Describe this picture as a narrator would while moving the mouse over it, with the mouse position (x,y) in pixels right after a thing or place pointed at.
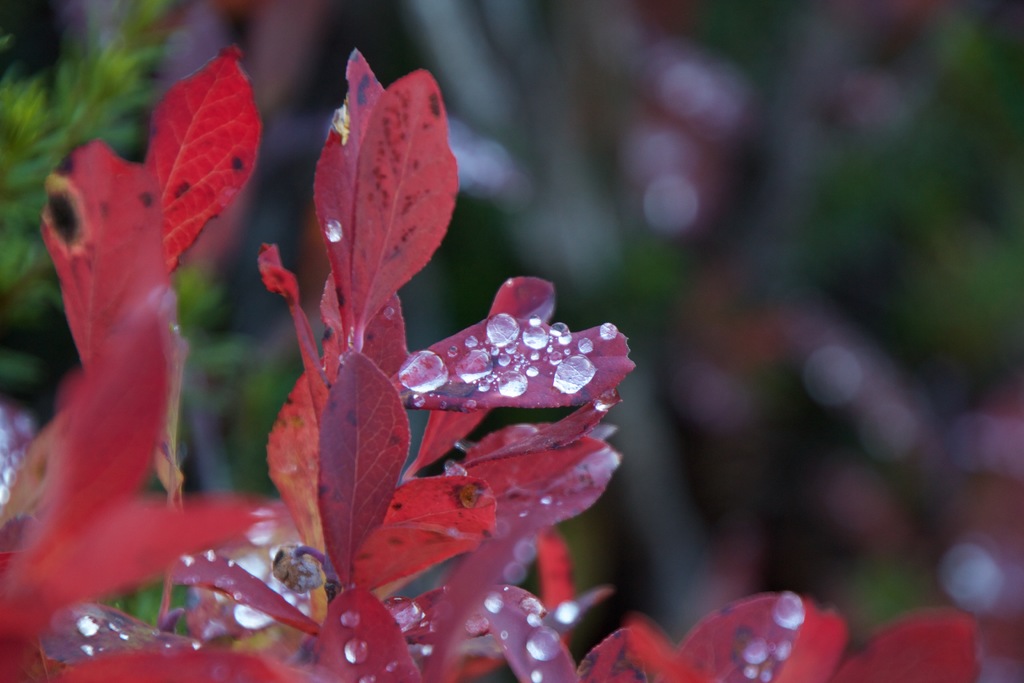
In this image I can see a red color plant (445,157) on the left side (331,152), on the leaves (388,232) of the plant (426,229) I can see water drops (501,381), background (626,288) is blurry.
